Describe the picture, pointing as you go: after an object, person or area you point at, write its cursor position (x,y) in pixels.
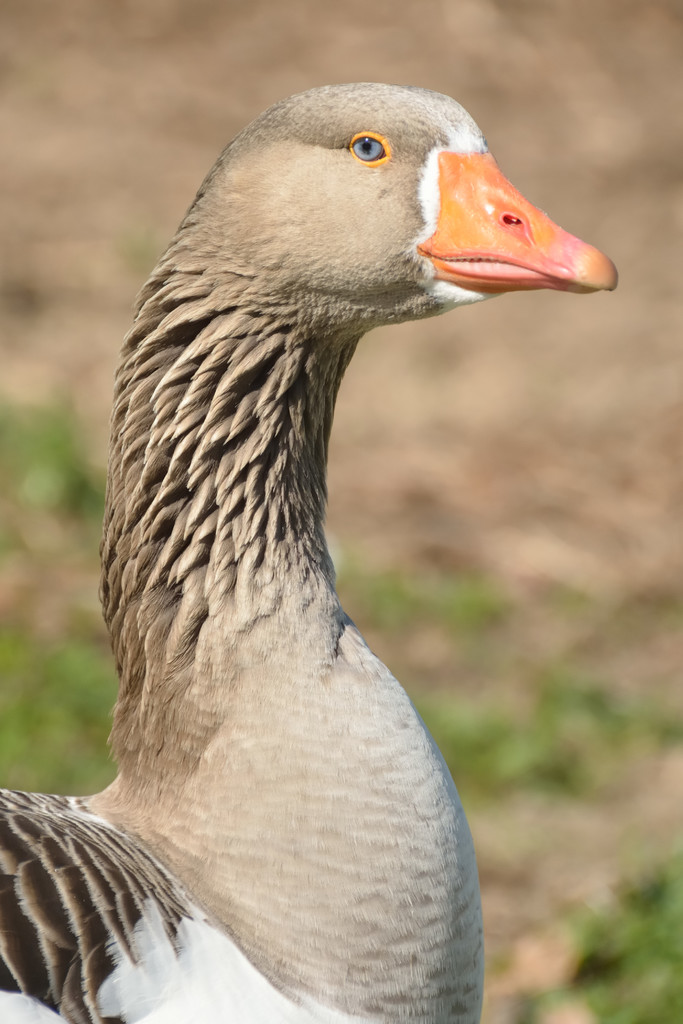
In this image I can see a bird (209,910) which is white, brown, ash and orange in color. In the background (448,320) I can see the ground (497,444) and some grass (28,440).
